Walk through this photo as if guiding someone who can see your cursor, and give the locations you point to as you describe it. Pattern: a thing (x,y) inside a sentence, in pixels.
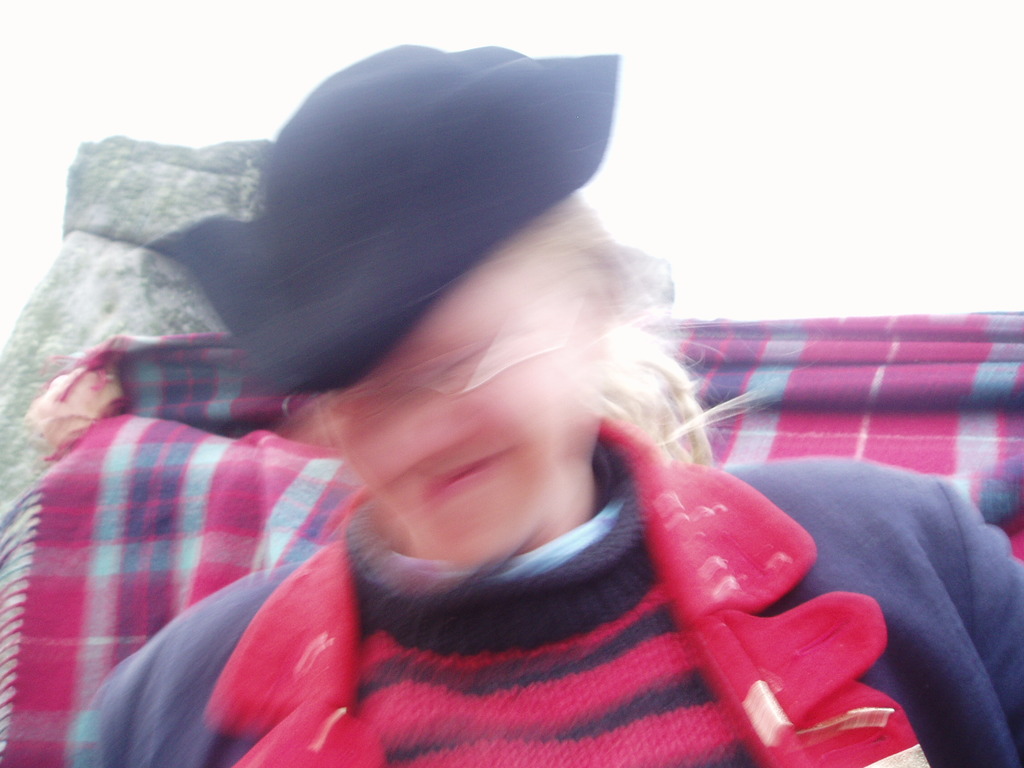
In this picture we can see a person (217,694). There is a colorful blanket (184,523) on the stone (108,165).
